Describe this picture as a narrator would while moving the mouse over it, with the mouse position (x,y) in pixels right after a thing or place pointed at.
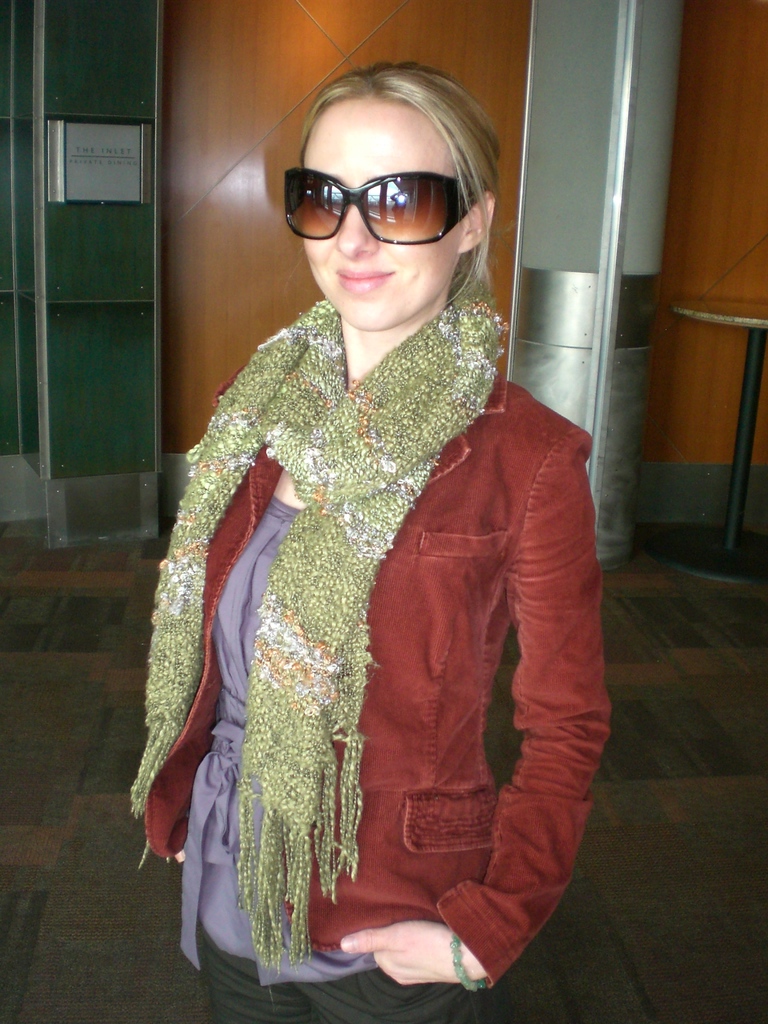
In the picture I can see a woman (369,328) standing and smiling.
